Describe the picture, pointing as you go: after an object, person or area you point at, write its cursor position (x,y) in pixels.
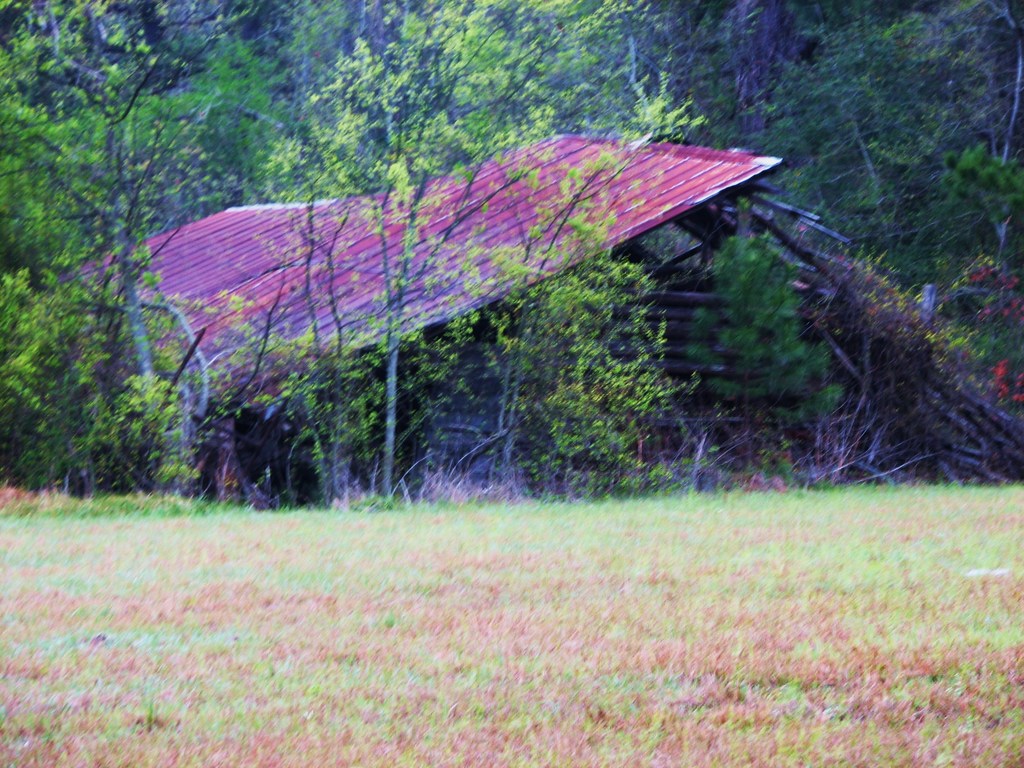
In the middle of the image (488,293) I can see a roofing sheet (278,253) and wooden objects (779,206). In the front of the image (638,536) land (461,549) is covered with grass (676,506). In the background of the image (526,89) there are trees (220,39).
